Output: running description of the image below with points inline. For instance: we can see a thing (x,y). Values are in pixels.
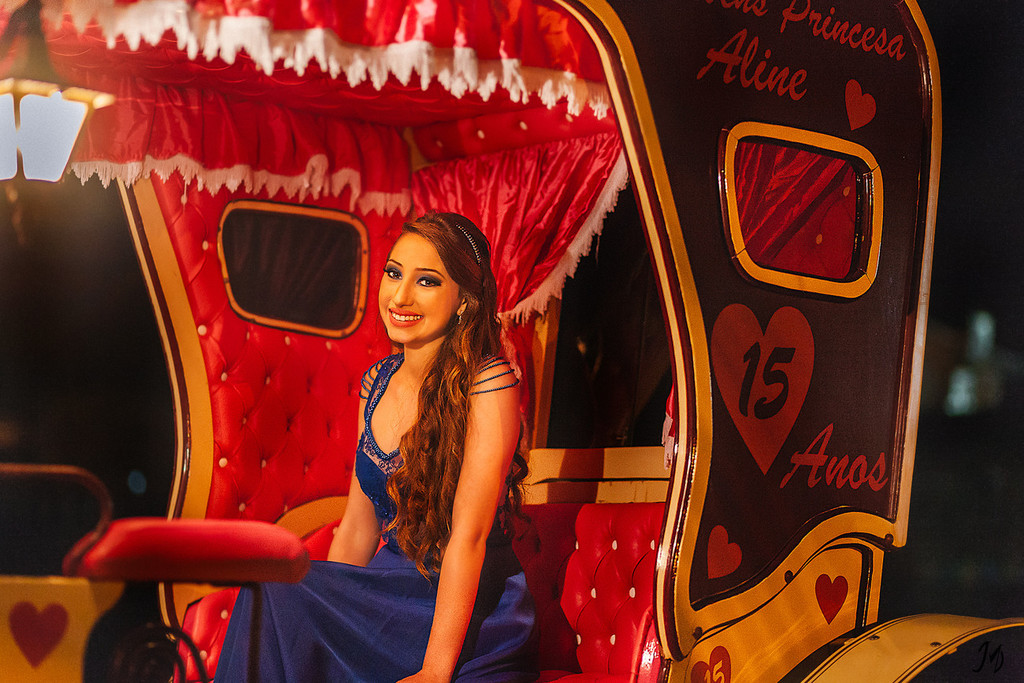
In this picture we can see a woman (409,516) sitting in a rickshaw (534,545) and in the background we can see it is dark.
